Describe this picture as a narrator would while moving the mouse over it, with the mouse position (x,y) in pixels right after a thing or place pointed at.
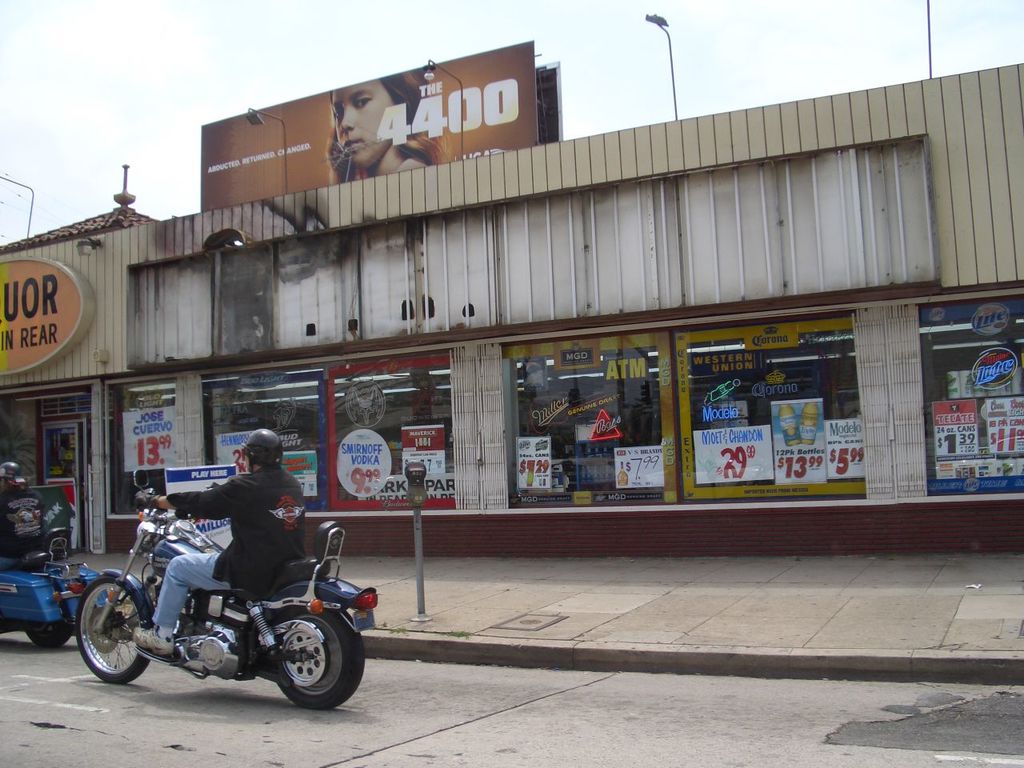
In this picture I can observe a person (201,583) driving a bike (193,605) on the left side (162,638). In the middle of the picture (400,454) I can observe a building (366,372) which is looking like a store (336,421). There are some posters (769,456) on the glass walls (388,432) of the store (713,424). In the top of the picture (368,149) I can observe an advertisement stand (319,154). In the background (215,99) I can observe sky (186,49).
